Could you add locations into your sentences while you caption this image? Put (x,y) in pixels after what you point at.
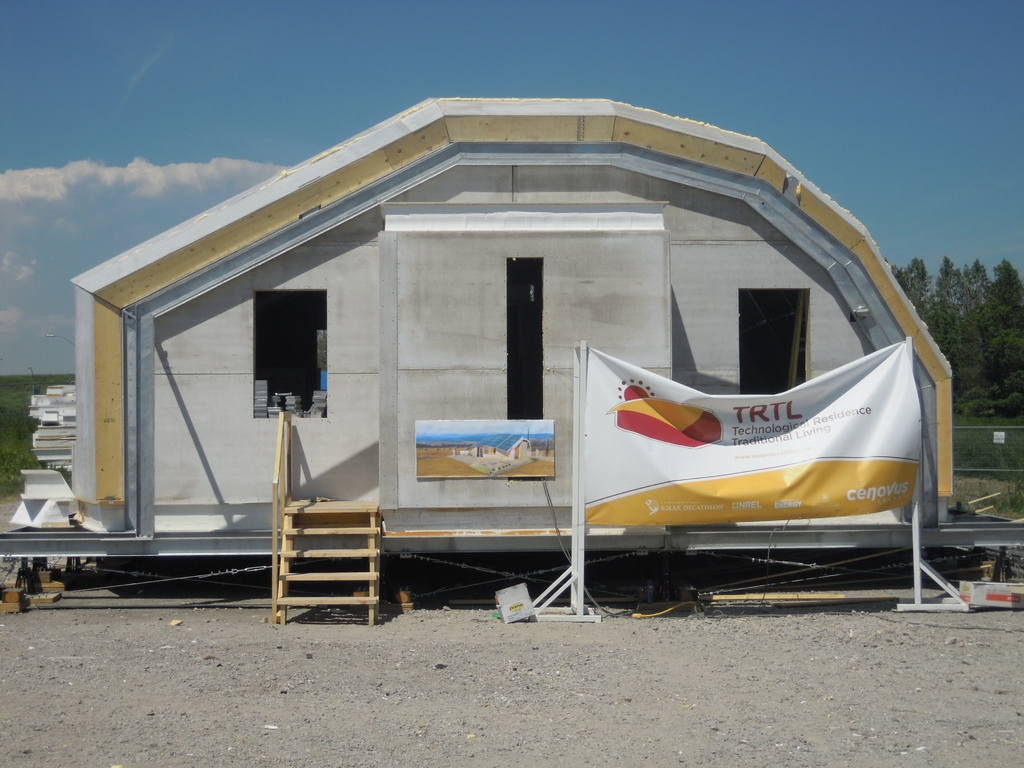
There is a building (413,306) with windows (764,319). Near to the building (634,317) there are steps (343,549). Also there is a banner (647,424) with poles (915,553). In the background (956,258) there are trees (954,272) and sky (771,116). Near to the windows (290,361) there are some items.
